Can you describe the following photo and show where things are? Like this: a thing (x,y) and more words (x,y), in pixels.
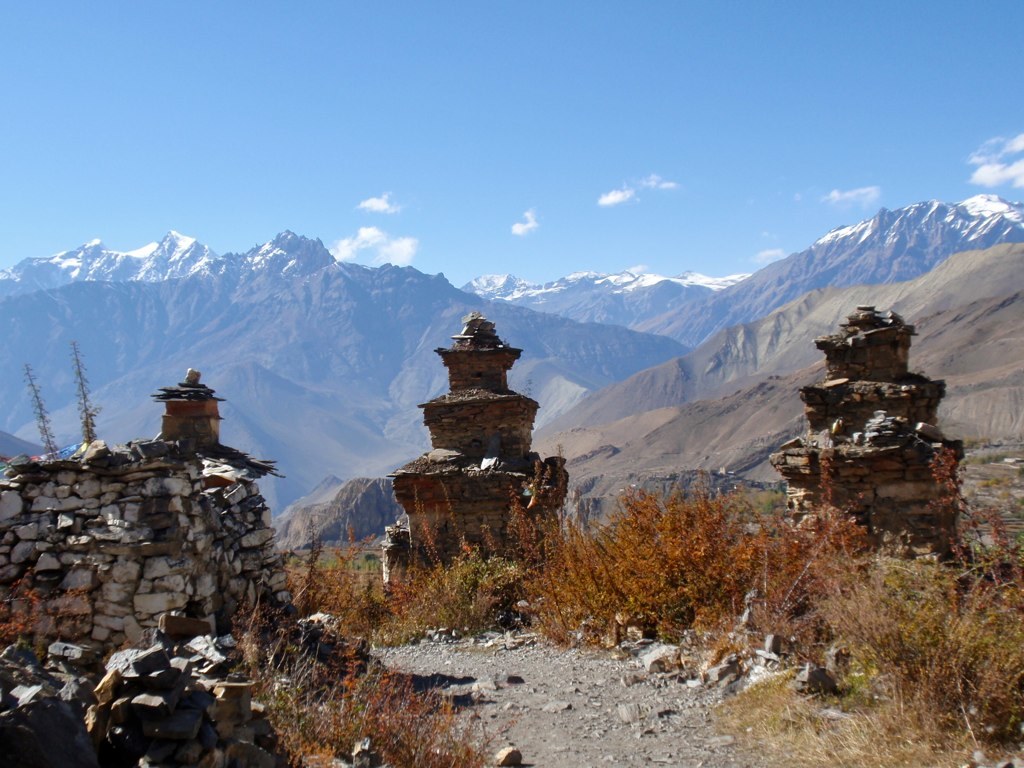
There are few objects (490,452) which are made of rocks (274,530) and there are few plants (709,586) beside it and there are mountains (600,292) in the background (531,304).
